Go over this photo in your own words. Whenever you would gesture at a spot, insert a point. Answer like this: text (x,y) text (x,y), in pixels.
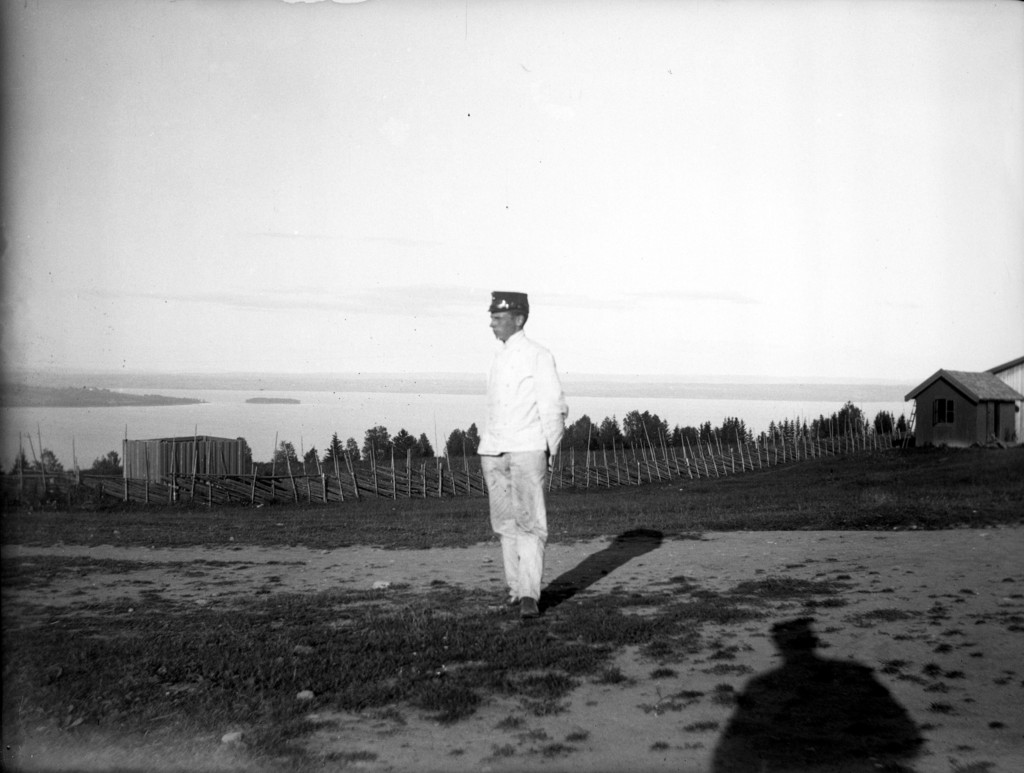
In this image I can see the person (510,462) is standing. I can see few trees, fencing (2,490), house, water (49,447) and the sky (310,254). The image is in black and white.
